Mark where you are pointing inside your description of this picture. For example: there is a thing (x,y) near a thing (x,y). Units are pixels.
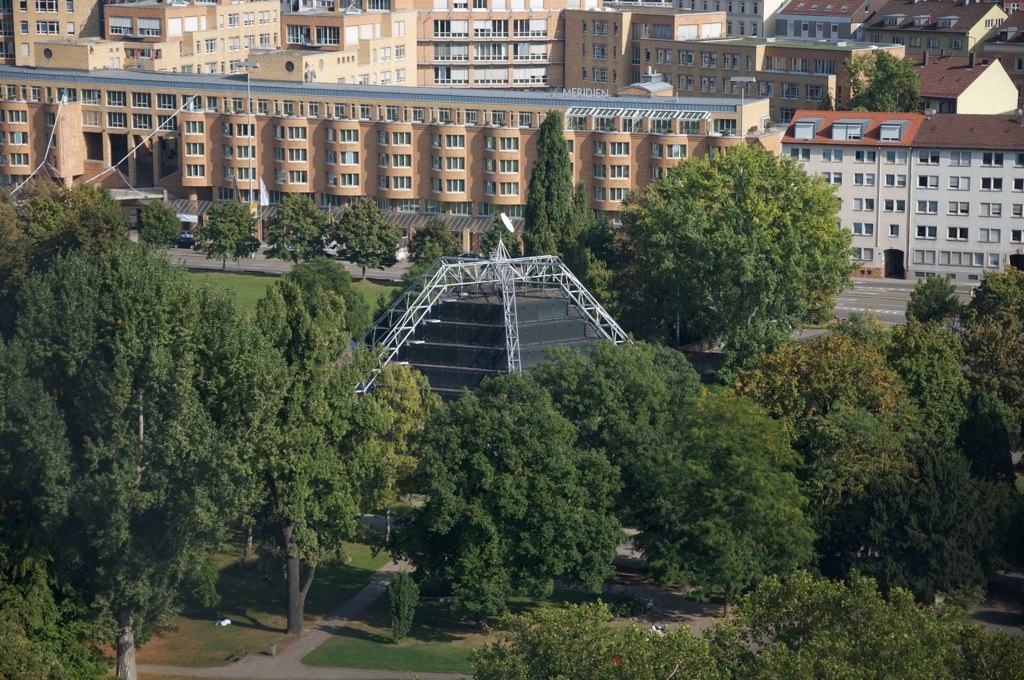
Here in this picture in the front (201,308) we can see trees (197,313) and plants (562,626) present all over there and behind them we can see buildings (524,92) present all over there and we can see windows (194,127) on the buildings (917,191) and we can see cars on the road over there.
